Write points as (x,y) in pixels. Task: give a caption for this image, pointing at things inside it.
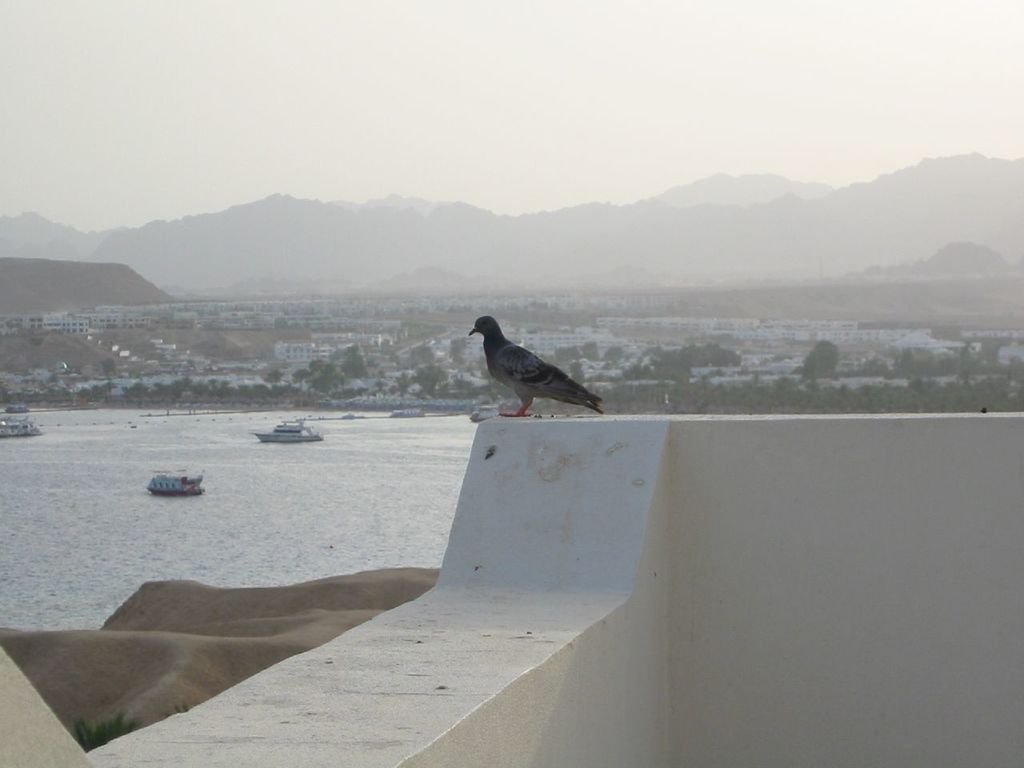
In this image we can see a pigeon (506,355) on the wall (616,638), also we can see some houses (248,368), trees (123,391), there are some boats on the river (248,502), also we can see the sky (540,143).
